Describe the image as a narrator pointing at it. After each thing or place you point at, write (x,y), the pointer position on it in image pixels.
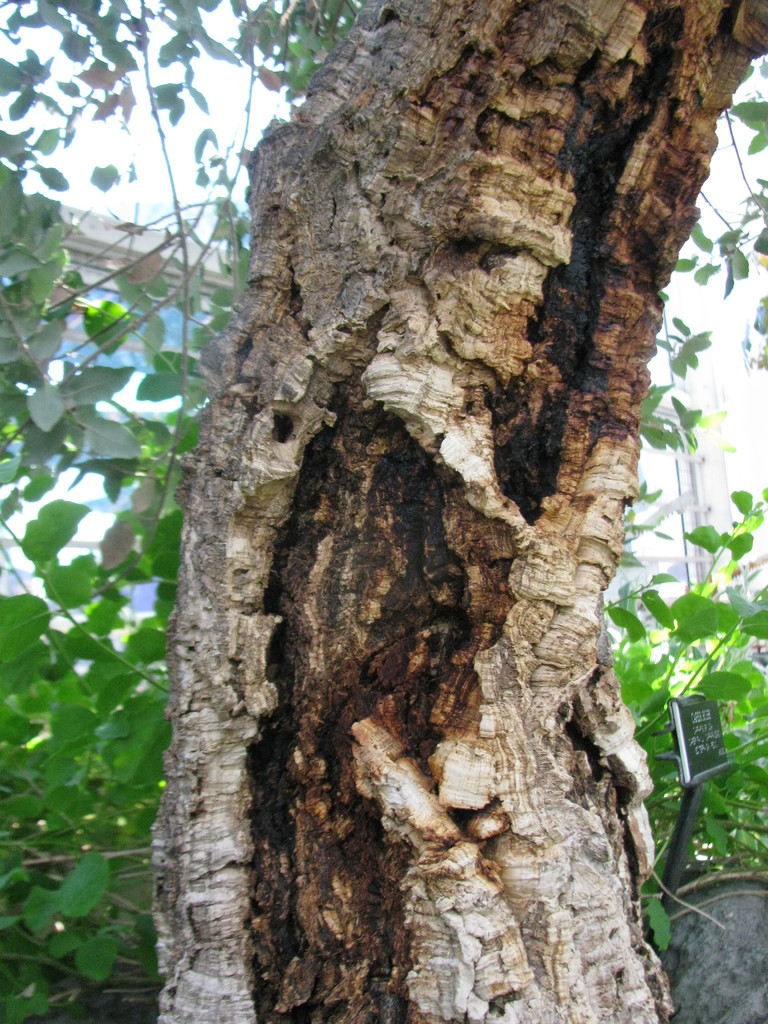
This image is taken outdoors. In the background (672,476) there is a building (672,476) and there are a few plants (21,663) with leaves (109,692) and stems (122,330). At the top of the image (197,85) there is the sky (214,28). In the middle of the image (413,510) there is a tree (402,454) and there is a board (702,746) with a text (713,746) on it.
